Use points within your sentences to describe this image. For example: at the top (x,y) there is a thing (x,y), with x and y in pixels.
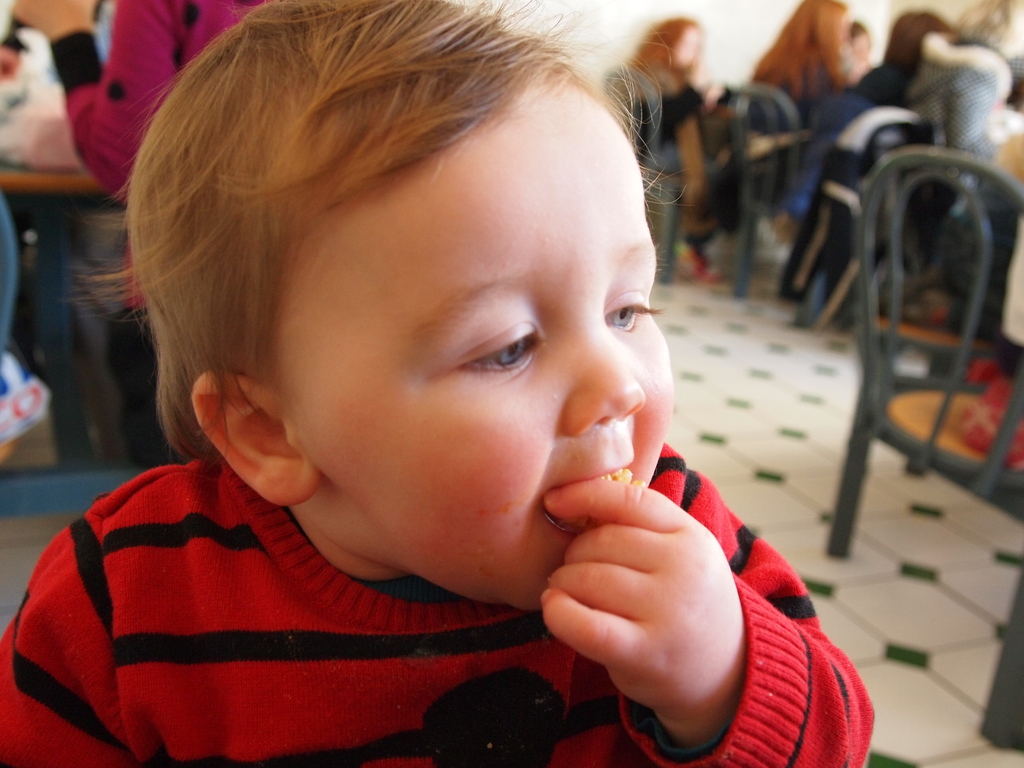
In this picture I can see a child (603,560) is eating in the middle (341,505). In the background (940,187) few persons (694,151) are sitting on the chairs (915,175).
